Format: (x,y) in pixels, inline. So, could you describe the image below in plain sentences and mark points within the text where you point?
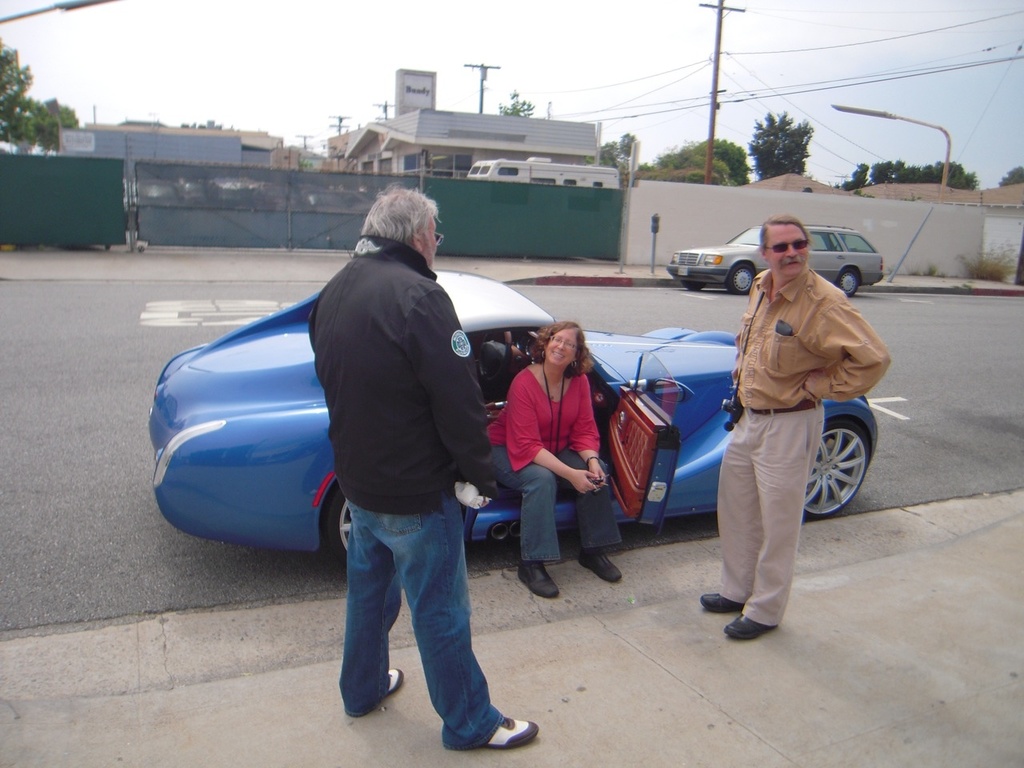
In the center of this picture (583,368) we can see a woman (566,413) wearing pink color t-shirt (536,425) and sitting in the car (670,459) and we can see the two persons (439,662) standing on the ground (840,653). In the background (730,103) we can see the sky (376,49), poles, cables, trees (758,158), vehicles (529,182), metal gate (418,183), buildings (495,147) and some other objects (56,194).
